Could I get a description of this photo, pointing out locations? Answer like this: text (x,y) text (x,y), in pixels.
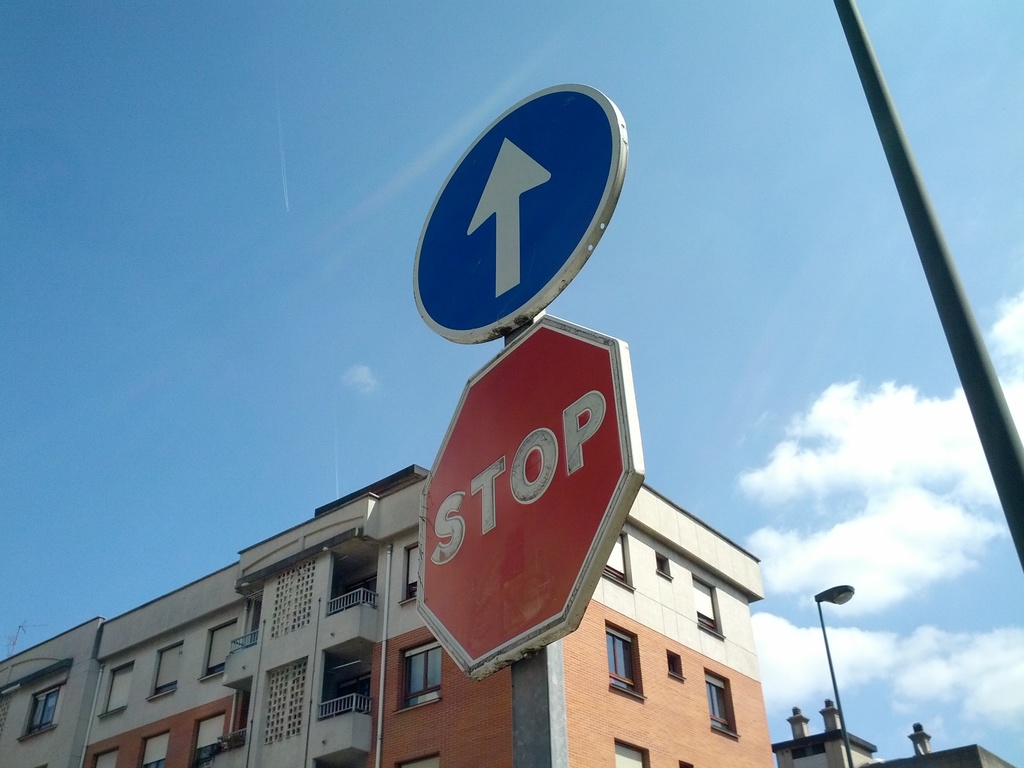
In the picture we can see a building (310,720) with windows (203,734) and glasses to it and near to the building (575,678) we can see a pole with stop board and on top of it we can see a arrow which is upward on the board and beside the board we can see another pole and beside the building (589,681) we can see a pole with light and behind and some building constructions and sky (807,367) with clouds (876,410).
